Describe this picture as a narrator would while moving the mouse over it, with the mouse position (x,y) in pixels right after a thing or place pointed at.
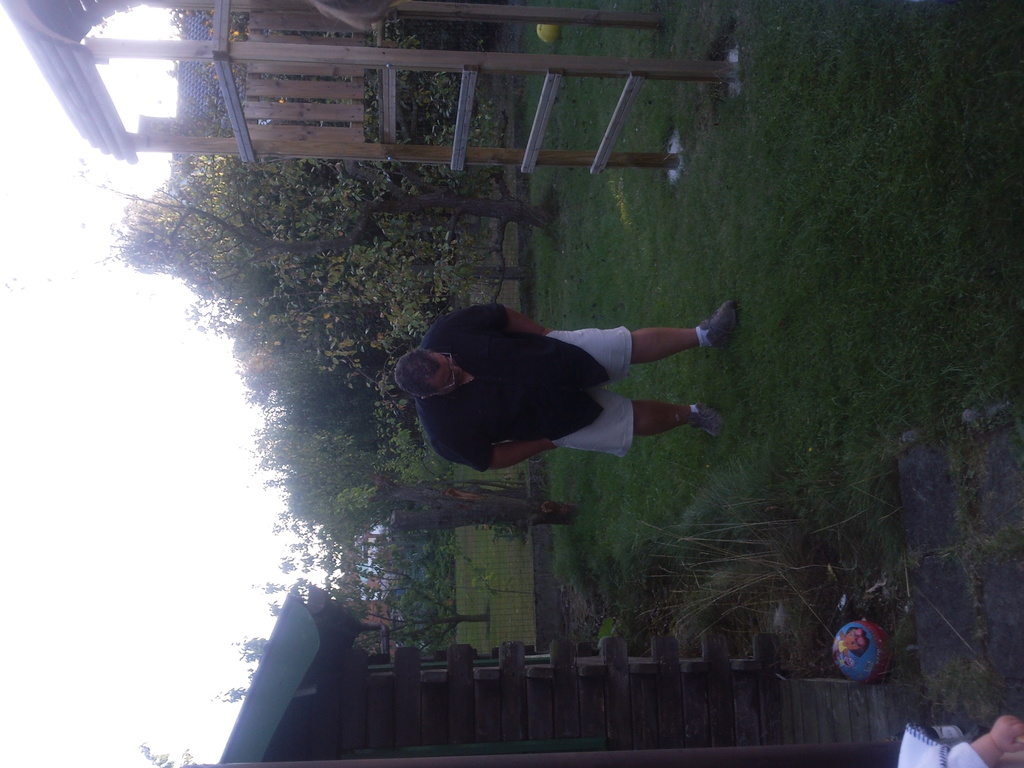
In this picture standing here and he is wearing a black shirt (592,374) and shorts (602,437) and in the backdrop (375,416) there are trees (363,434) and the sky (136,493) is clear.
